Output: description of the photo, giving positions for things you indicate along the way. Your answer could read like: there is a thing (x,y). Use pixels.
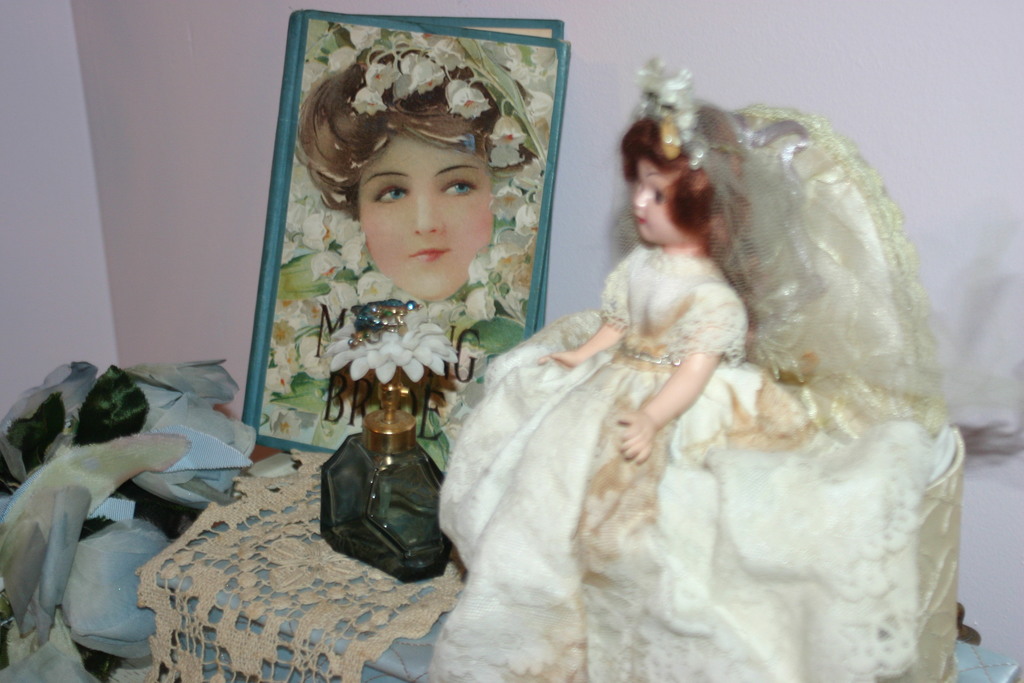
In this image we can see a doll (624,350), photo frame (419,318), perfume bottle (365,330). In the background of the image (173,332) there is wall (904,16).
